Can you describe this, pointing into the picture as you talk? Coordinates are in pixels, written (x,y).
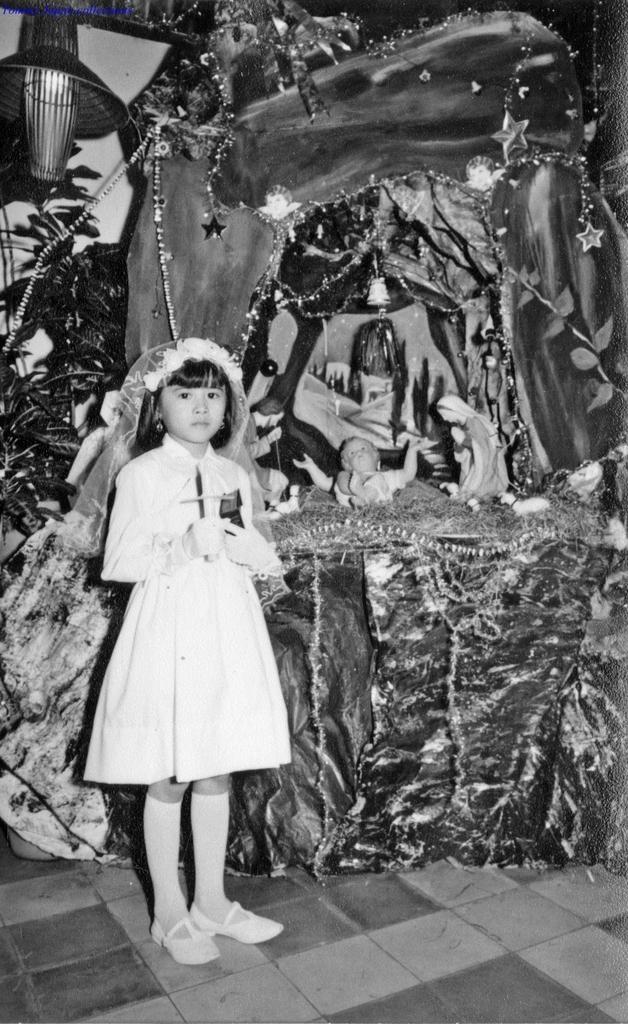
This is a black and white picture. The girl (206,617) in white dress (216,617) is standing in front of the picture. Behind her, we see the statuettes (488,455) of the woman (481,492) and the baby (374,490) placed on the table (466,559). This table (334,562) is decorated with the decorative items (282,299). Beside that, we see a plant (71,368). In the left top of the picture (28,20), we see a lantern (49,52).
